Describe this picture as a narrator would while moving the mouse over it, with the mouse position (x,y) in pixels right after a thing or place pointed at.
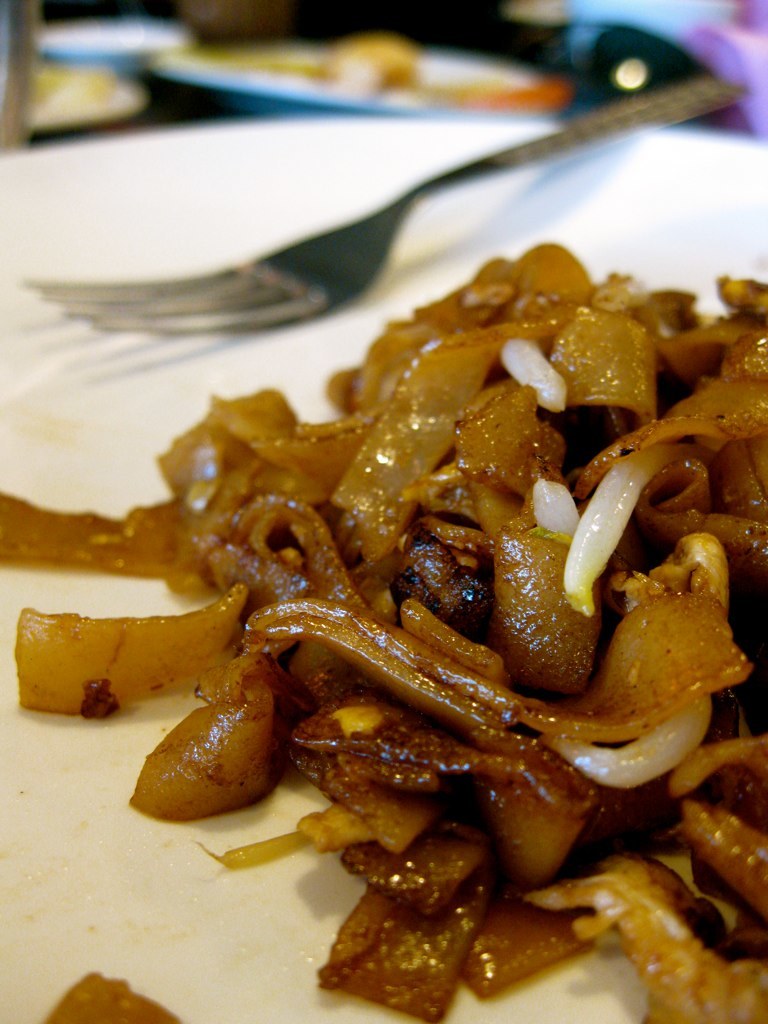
In this image we can see some food items (388,604) on the plates (293,357), there is a fork (515,155) on a plate (643,171), and the background (409,14) is blurred.
